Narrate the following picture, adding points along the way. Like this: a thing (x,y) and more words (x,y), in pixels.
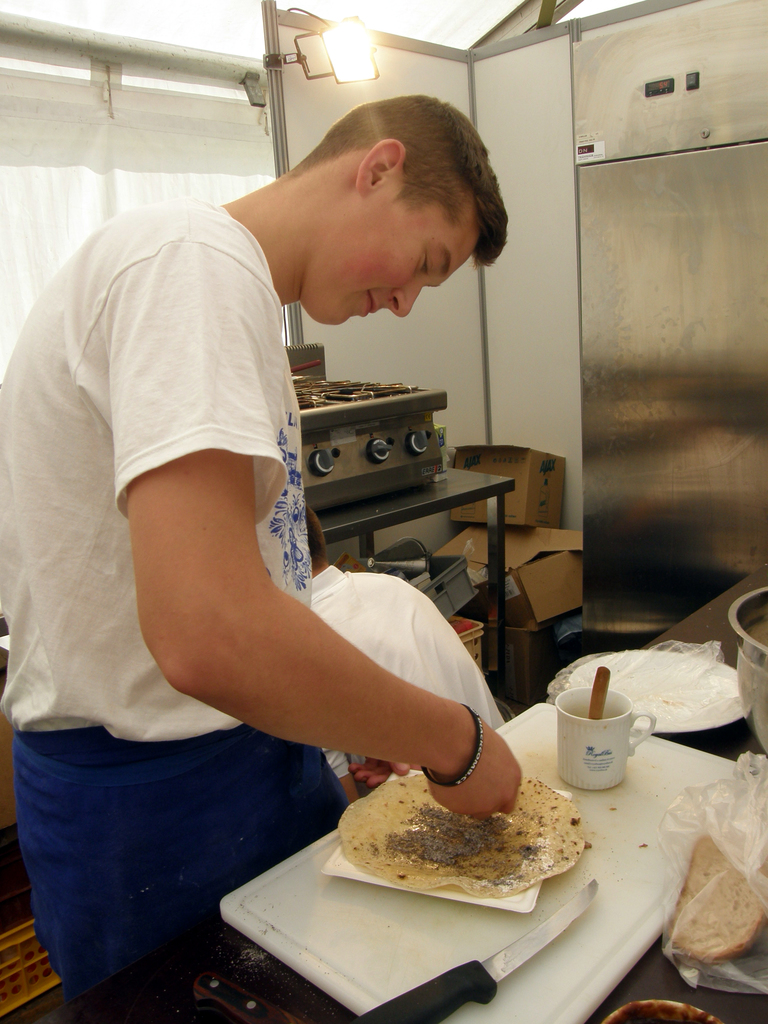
In this picture we can see few people (236,422), the left side person (258,363) is preparing food (450,856), in front of him we can find a knife (462,974), bread (676,912), cup (623,735), plate (656,704) and other things (643,871) on the table (597,878), in the background (515,605) we can see few boxes (512,517), stove (371,460), curtains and a light (338,74).
